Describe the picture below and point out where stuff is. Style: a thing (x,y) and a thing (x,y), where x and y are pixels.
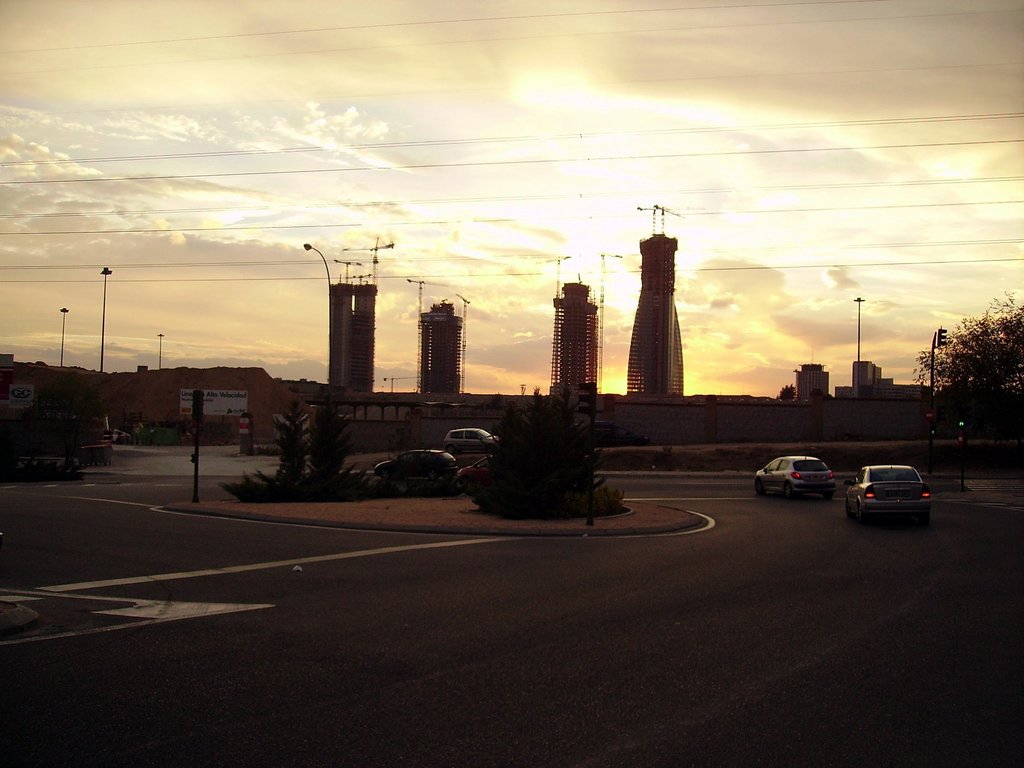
Sky (338,184) is cloudy. Vehicles (904,504) are on the road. Here we can see buildings (655,256), light poles (932,346), hoarding (236,399), plants (78,394) and tree (975,363).
